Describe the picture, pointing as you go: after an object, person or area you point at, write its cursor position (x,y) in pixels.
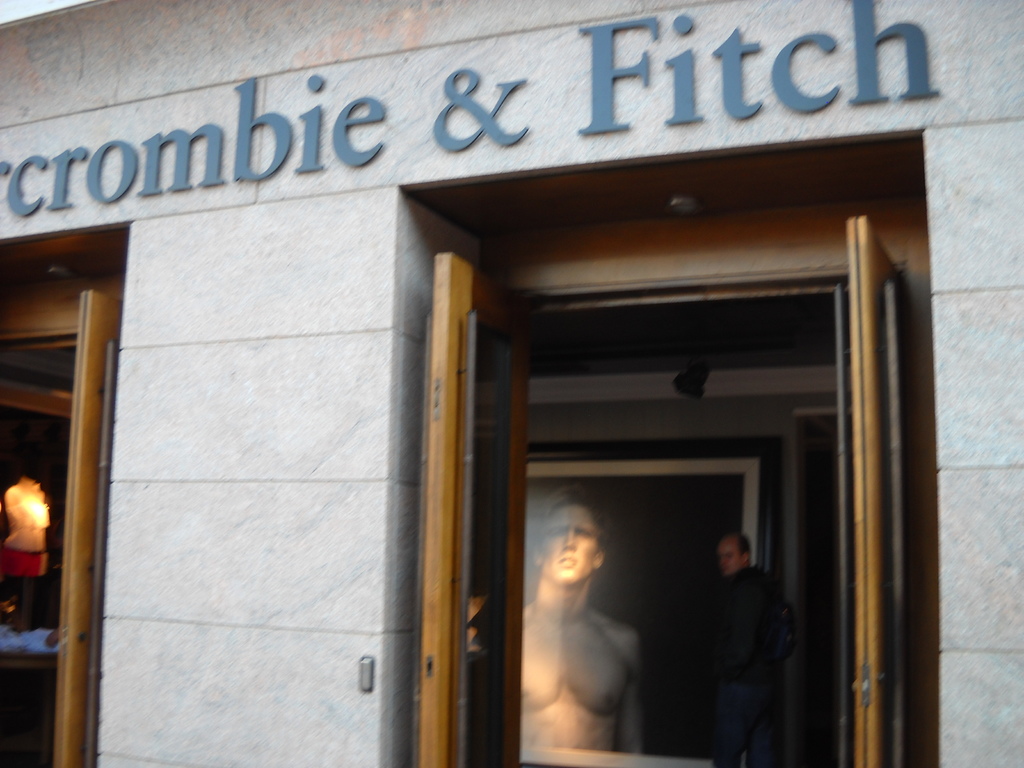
In this image I can see a building (768,218) in front (987,82), on which there is something written and through the doors (477,396) I can see a light (53,267), a man (734,585) and the depiction (660,636) of a person (597,535) and I see that it is a bit dark inside the building (533,441).
